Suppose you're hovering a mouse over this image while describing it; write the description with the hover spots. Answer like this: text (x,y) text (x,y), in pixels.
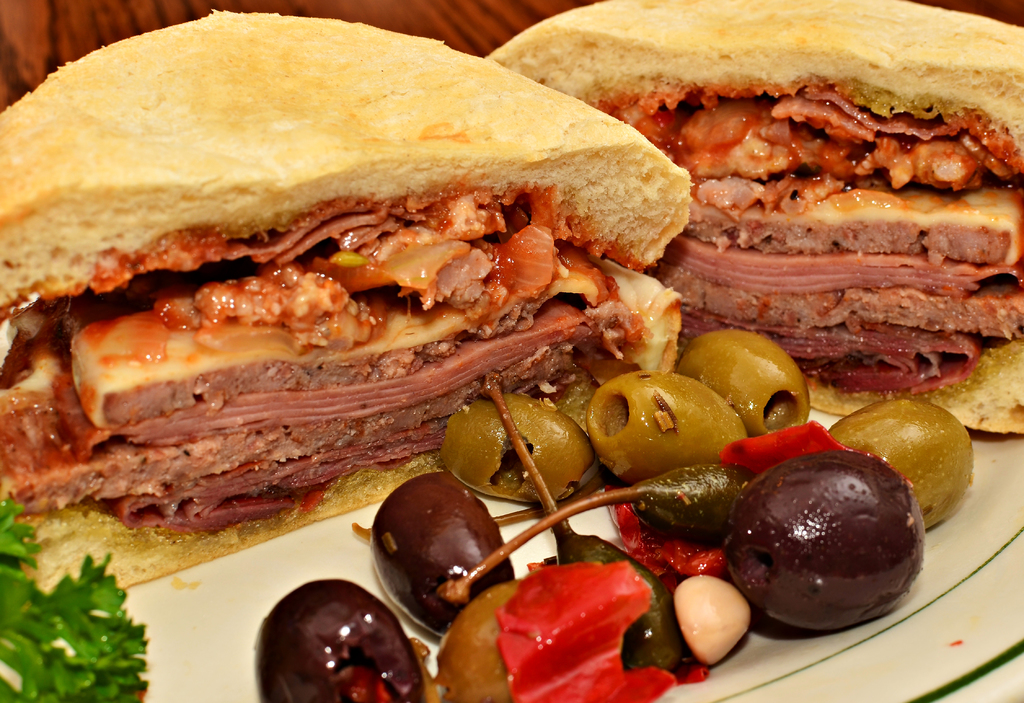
In this picture we can see food (785,575) in the plate (941,627).
